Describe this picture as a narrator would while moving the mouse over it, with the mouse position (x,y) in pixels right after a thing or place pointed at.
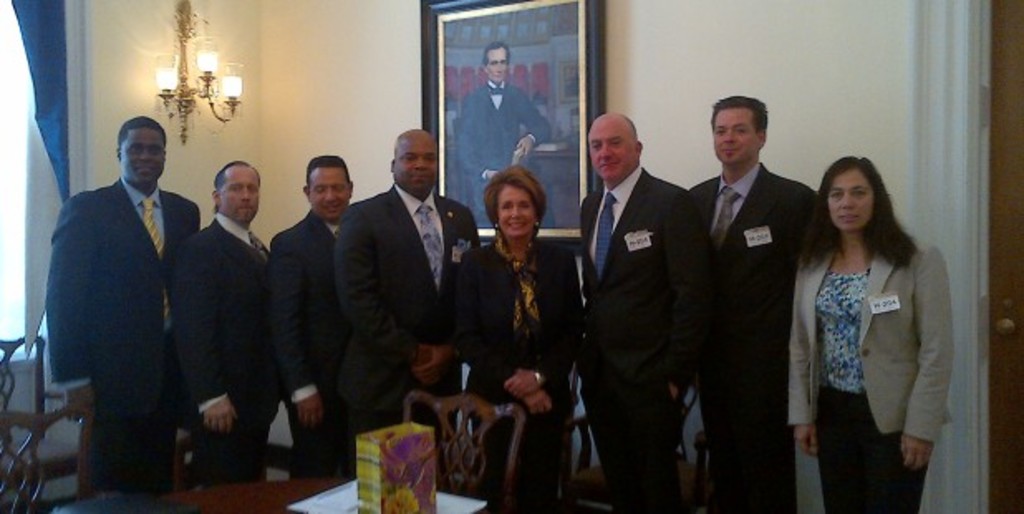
There are persons (228,206) in different color dresses (177,224) standing on the floor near chairs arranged around the table (287,489) on which, there is a box (415,494) and book (313,496). In the background (524,37), there is a photo frame (535,46) on the wall (380,79) and there are lights (165,75) attached to the wall (137,85) near a curtain (30,54).
